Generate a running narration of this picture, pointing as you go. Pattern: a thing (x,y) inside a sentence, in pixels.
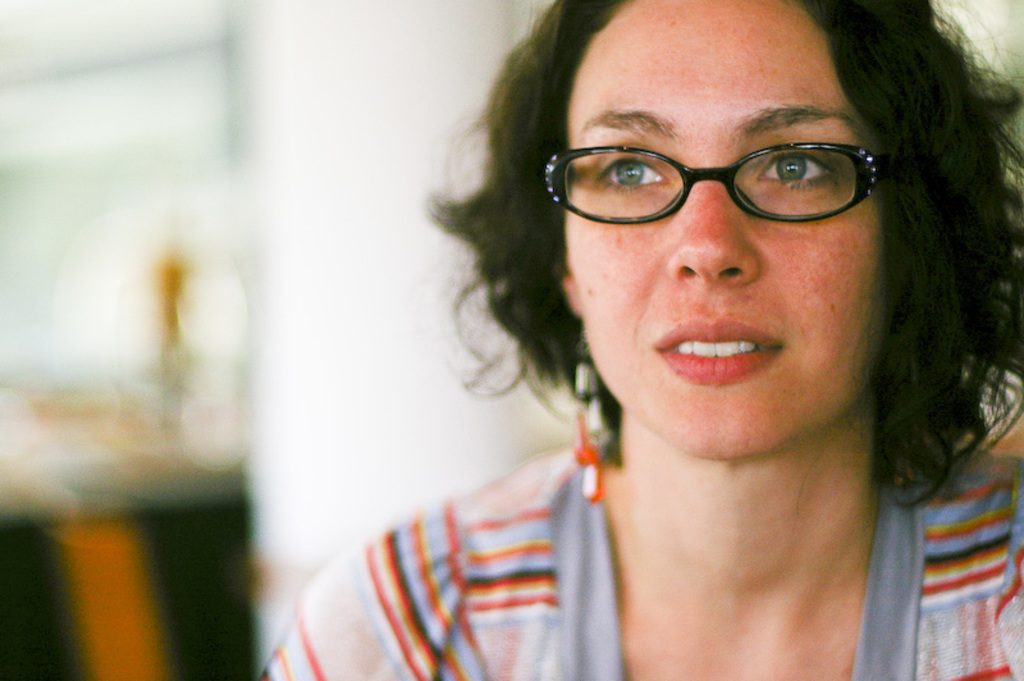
In this image we can see a woman (671,594) wearing glasses (649,163). In the background (362,211) there is a wall (316,414).
